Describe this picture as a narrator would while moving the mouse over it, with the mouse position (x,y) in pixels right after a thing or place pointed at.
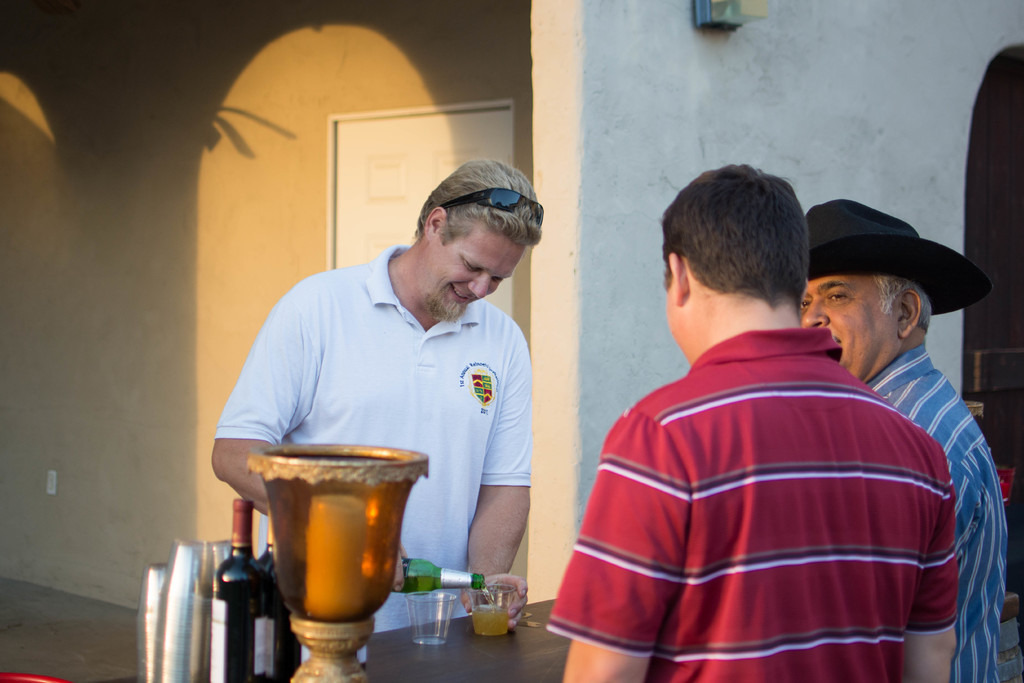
In the image we can see there are people (814,412) who are standing and in front of them there is a table (528,629) on which there are wine bottles (272,628) and glasses (487,624) in which a man (446,548) is pouring wine (494,606).
